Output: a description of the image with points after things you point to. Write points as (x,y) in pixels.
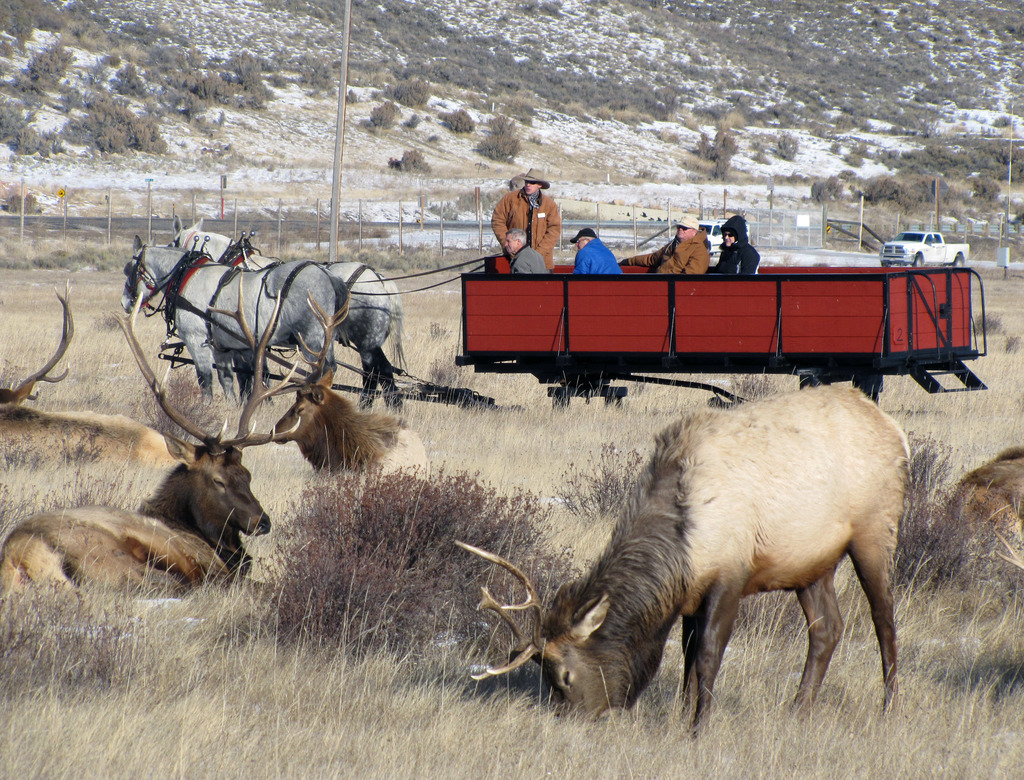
In the foreground of the picture (885,499) I can see a few deer animals (904,459). I can see two horses (325,303) on the left side (298,282). There is a metal container (785,283) on the right side (781,295) and I can see a few people (751,266) in the container (769,266). In the background (896,248), I can see two cars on the road (851,251).
